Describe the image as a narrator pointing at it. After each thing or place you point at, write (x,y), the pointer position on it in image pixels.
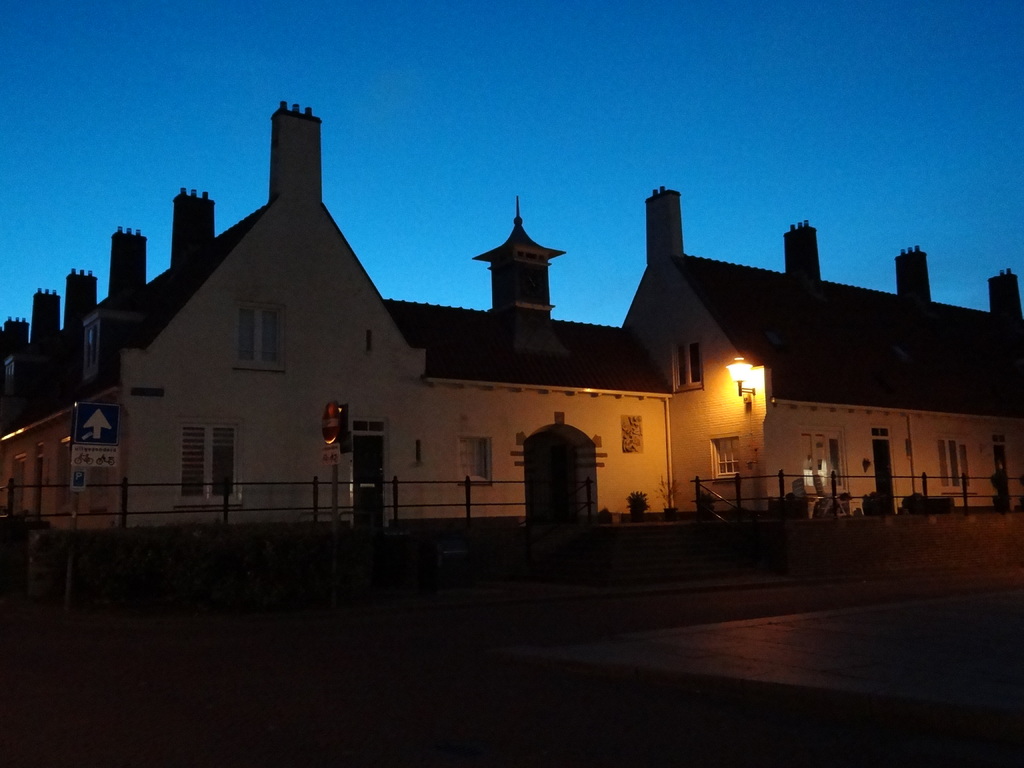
Here we can see houses (663,448), windows (943,484), doors (883,446), light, plants (239,554), fence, and boards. In the background (867,169) there is sky (813,149).
